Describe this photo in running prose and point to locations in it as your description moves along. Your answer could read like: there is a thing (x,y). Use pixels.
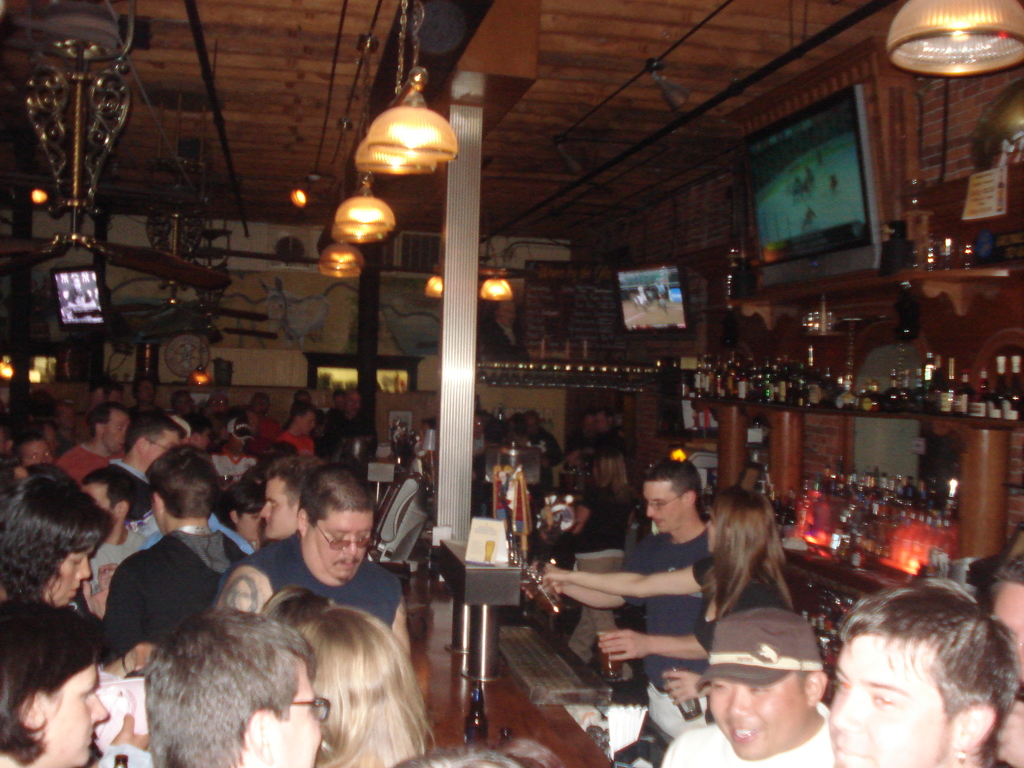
Here in this picture we can see number of people (306,584) standing over a place and in the middle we can see poles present and we can see lights (382,210) present on the roof (379,194) and we can see televisions (62,303) present in the room (159,255) over there and we can see alcohol bottles (856,388) present in the racks (783,406) all over there and on the right side (703,541) we can see a couple (682,554) filling beer (557,596) in their glasses (542,600) present in their hands (616,641) over there.
